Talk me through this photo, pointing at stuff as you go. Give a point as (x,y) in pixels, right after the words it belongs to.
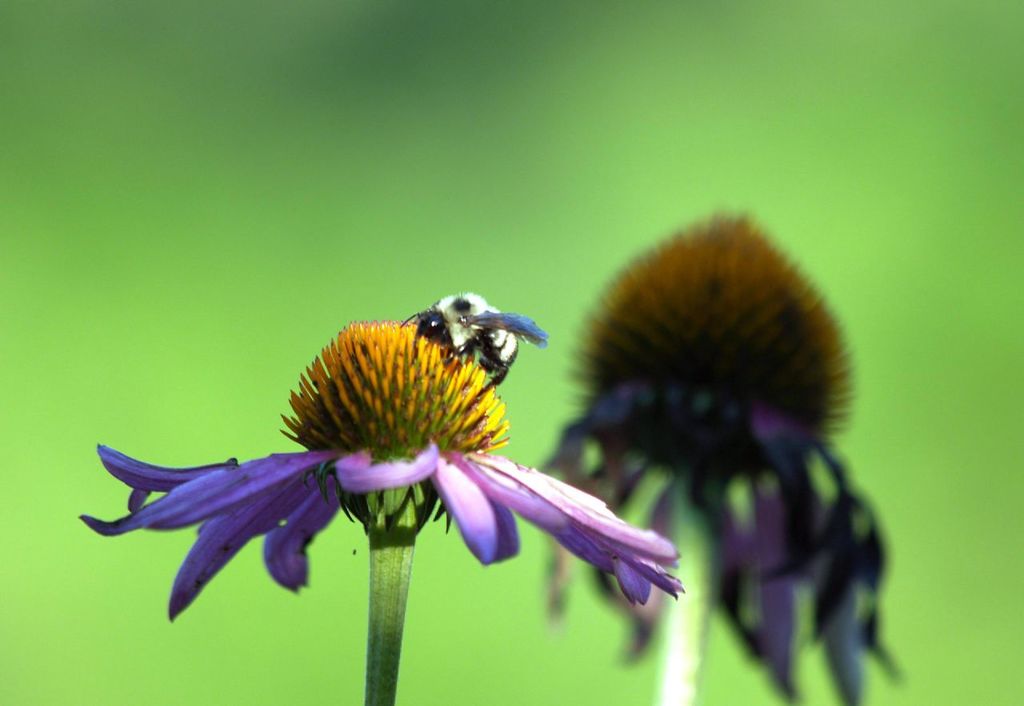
In the picture we can see a flower (385,699) with violet color petals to it and in the middle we can see a bud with stamens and on it we can see an insect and behind it, we can see another flower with dried petals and behind it we can see the green color surface (568,263).
